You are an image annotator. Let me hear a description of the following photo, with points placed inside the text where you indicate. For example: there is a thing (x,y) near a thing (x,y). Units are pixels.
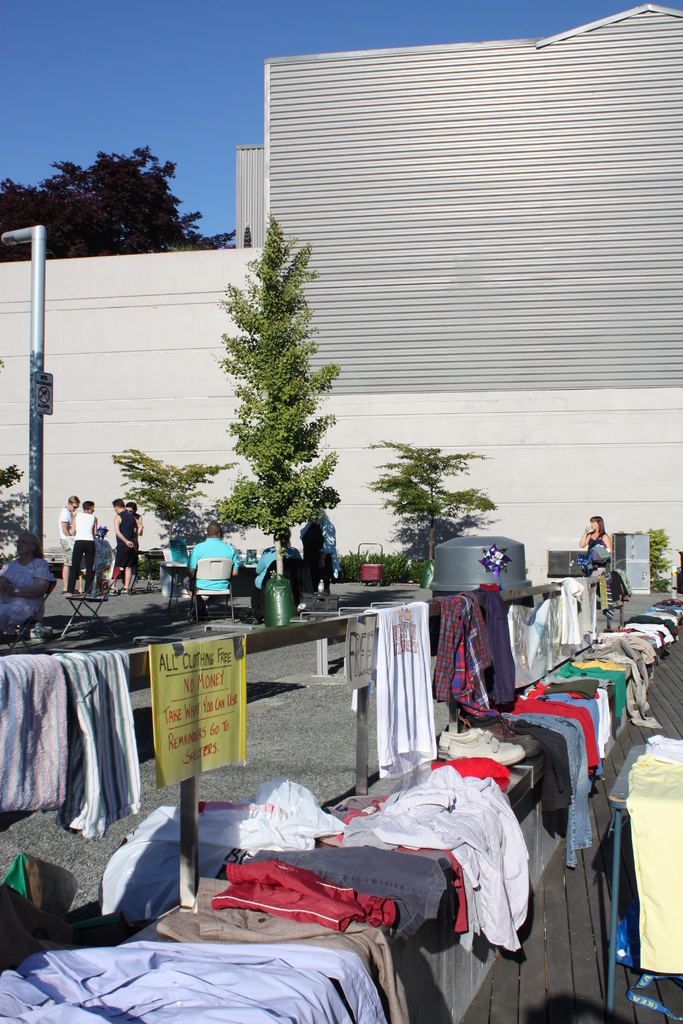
In this image we can see clothes (118,684) on a wooden object (513,796) at the bottom (79,719), and there are some persons (320,562) and trees (201,476) in the middle of this image (389,496), and there is a wall (343,390) in the background (422,400). We can see a tree (159,173) and a sky (129,87) at the top of this image (180,119).
